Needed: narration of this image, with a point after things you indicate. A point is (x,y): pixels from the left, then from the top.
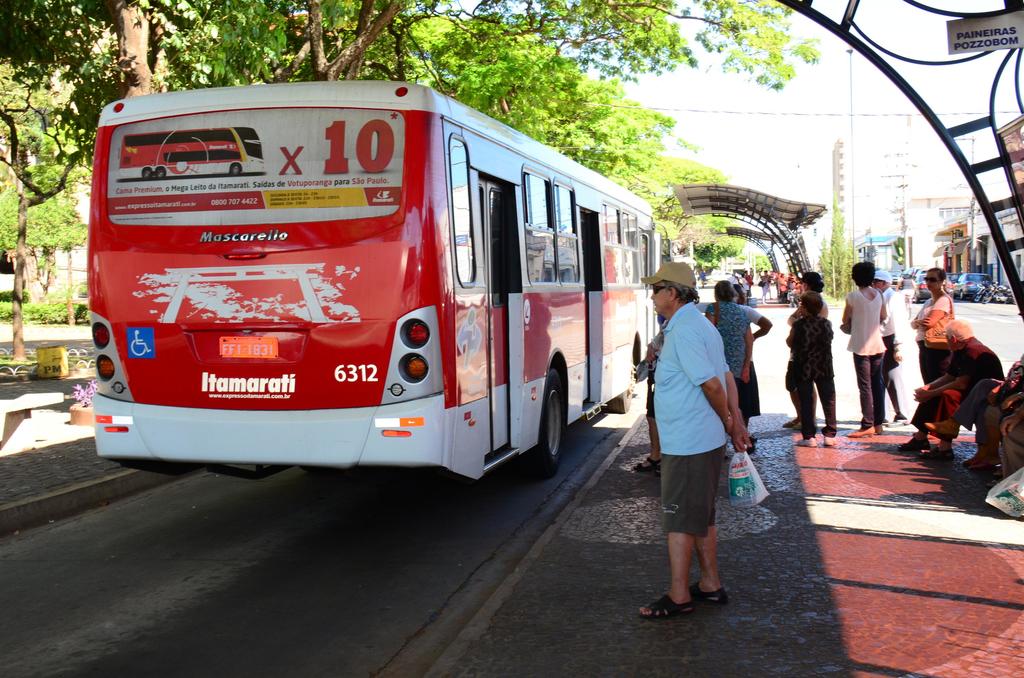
In this picture we can see a bus (307,451) on the road (203,532), trees (203,49), houses (948,244), shelters (703,189), vehicles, plastic covers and a group of people (877,310) where some are standing and some are sitting and in the background (798,119) we can see the sky (786,173).
